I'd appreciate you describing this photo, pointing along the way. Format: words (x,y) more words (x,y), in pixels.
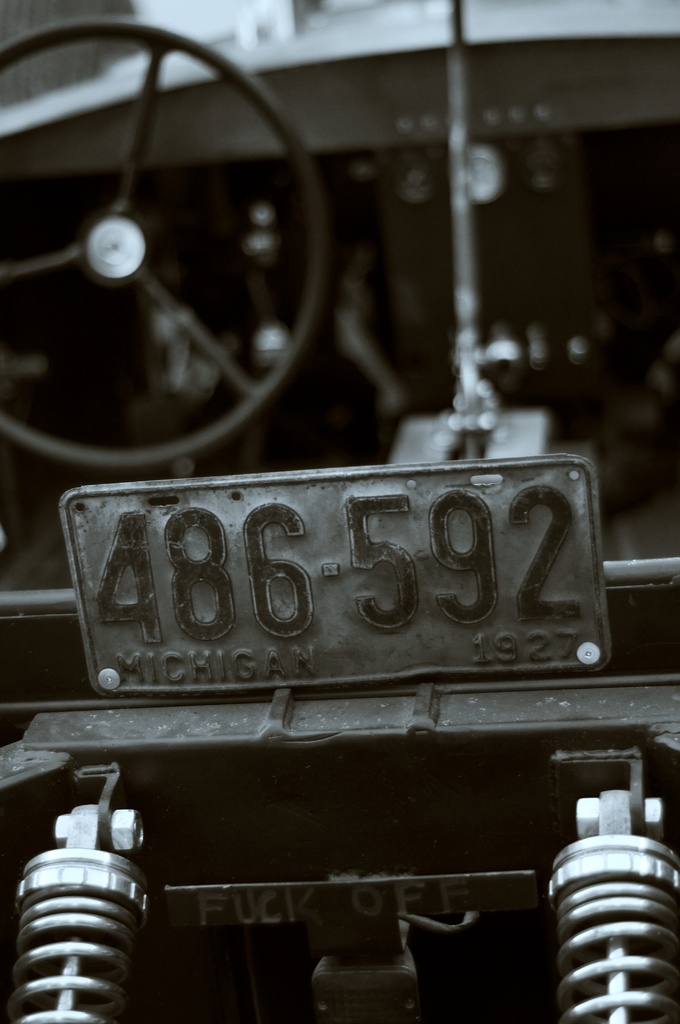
This is a vehicle (5,566) with number plate (251,542). Also there are metal springs (91,906). Near to that there is a board (309,917) with something written. In the back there is a steering (125,161).
